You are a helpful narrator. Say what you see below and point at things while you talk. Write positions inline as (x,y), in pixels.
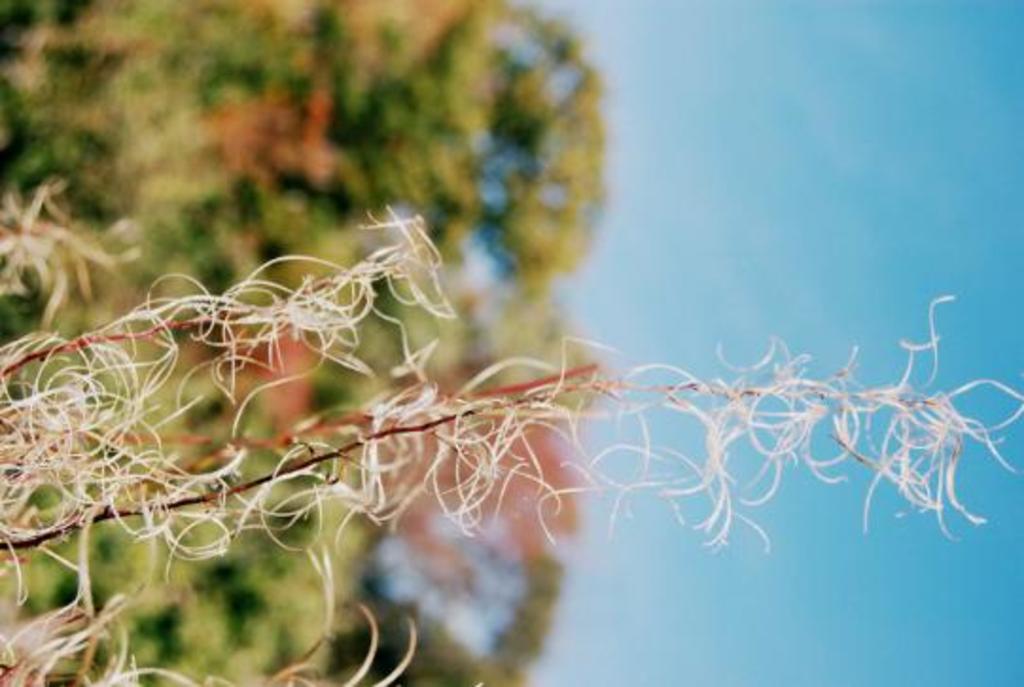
Here we can see a plant (70,420). There is a blur background (492,85) with greenery (508,242) and this is sky (740,304).
